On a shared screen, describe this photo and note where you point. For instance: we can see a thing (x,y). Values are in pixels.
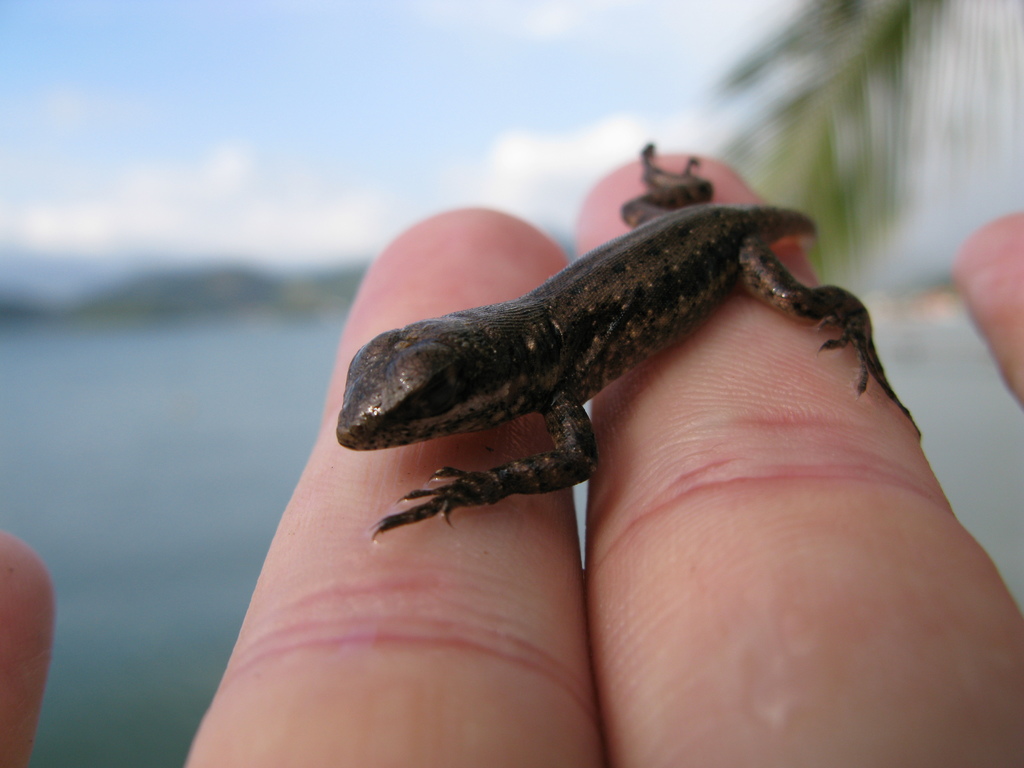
In this image I can see four fingers (392,660) of a person (480,564) and on it I can see a black and brown colour lizard (764,247). In the background (282,202) I can see a tree (790,41), clouds (302,237), the sky (255,168) and I can also see image is little bit blurry in the background (277,145).
